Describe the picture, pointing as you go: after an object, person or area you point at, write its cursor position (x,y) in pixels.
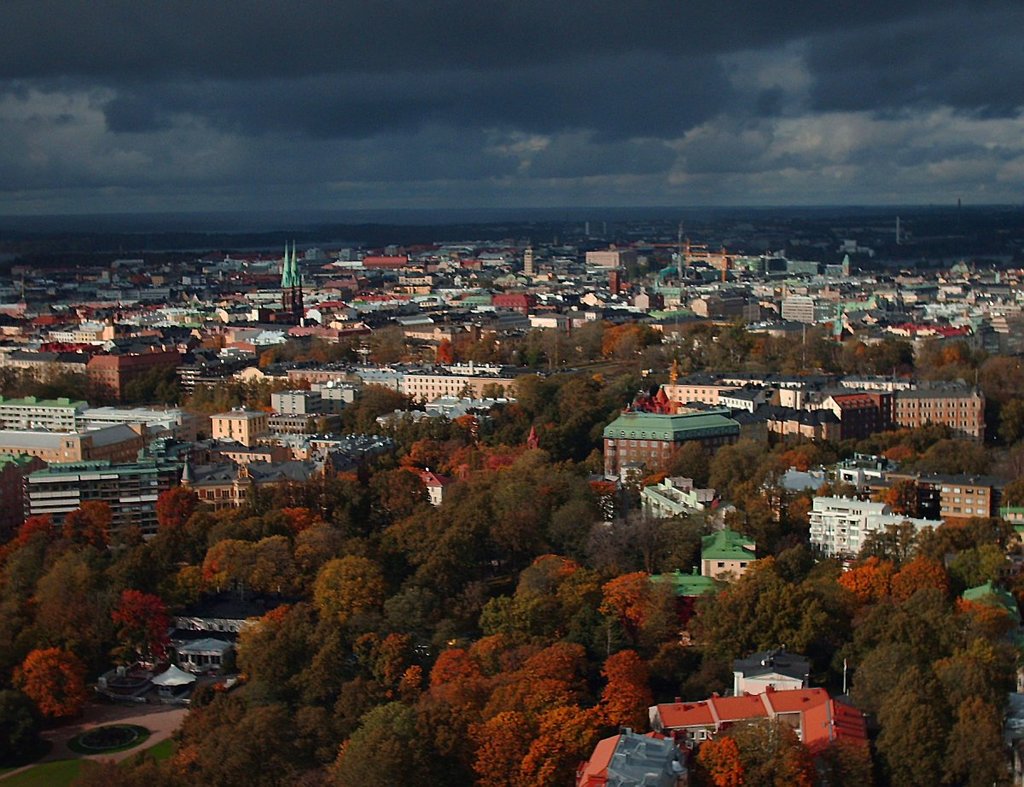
In this picture we can see the top view of the city (501,280). In the front (429,536) we can see many houses (312,319) and trees (462,488). On the top (495,135) we can see the sky (452,176) and clouds (524,123).
